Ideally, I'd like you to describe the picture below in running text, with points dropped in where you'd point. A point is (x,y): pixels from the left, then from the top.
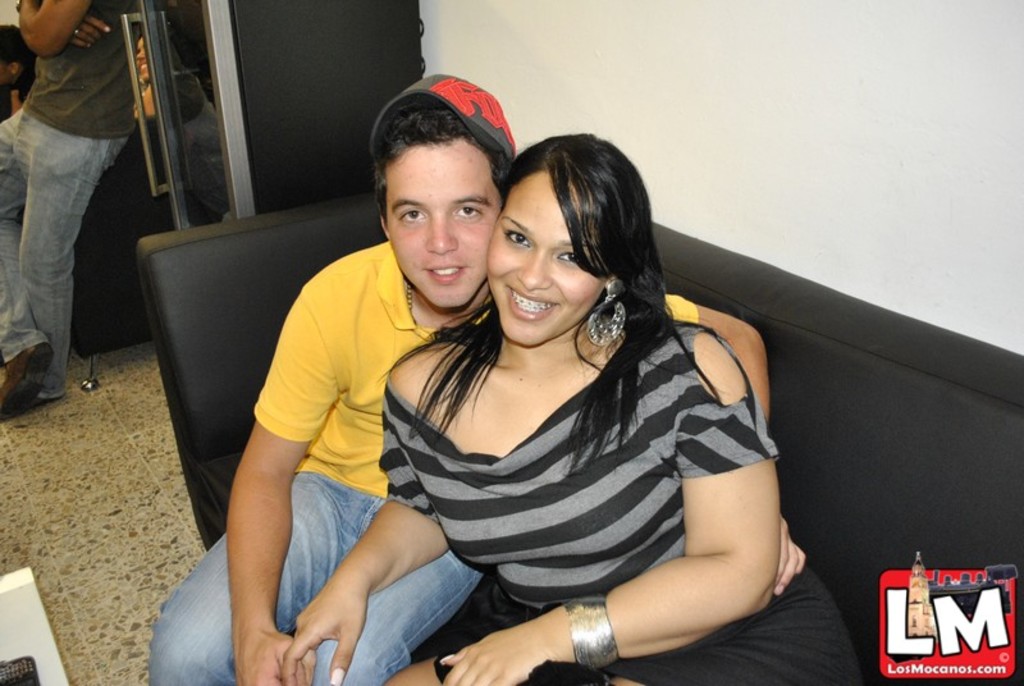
In this picture there are two persons (316,432) sitting on a sofa (852,588) and smiling, behind these two persons (561,287) we can see wall (792,88). In the background of the image (162,94) we can see people's (66,40), door (162,110) and floor (43,453). In the bottom left side of the image (18,608) we can see an object (54,667). In the bottom right side of the image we can see a logo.
